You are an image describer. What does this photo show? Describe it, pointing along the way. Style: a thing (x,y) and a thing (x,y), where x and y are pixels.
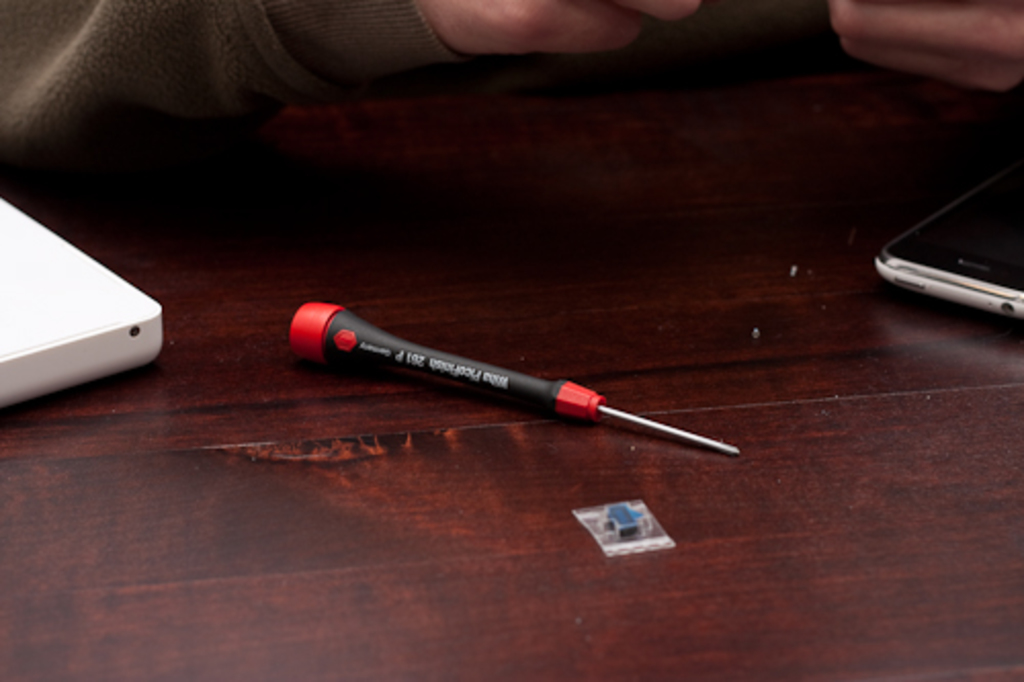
In this image there is a wooden object (663,460) that looks like a table (347,480), there are objects (341,333) on the table (294,363), there is a mobile phone (968,265) towards the right of the image (951,264), there is a person's hand (568,46) towards the top of the image (539,41).
